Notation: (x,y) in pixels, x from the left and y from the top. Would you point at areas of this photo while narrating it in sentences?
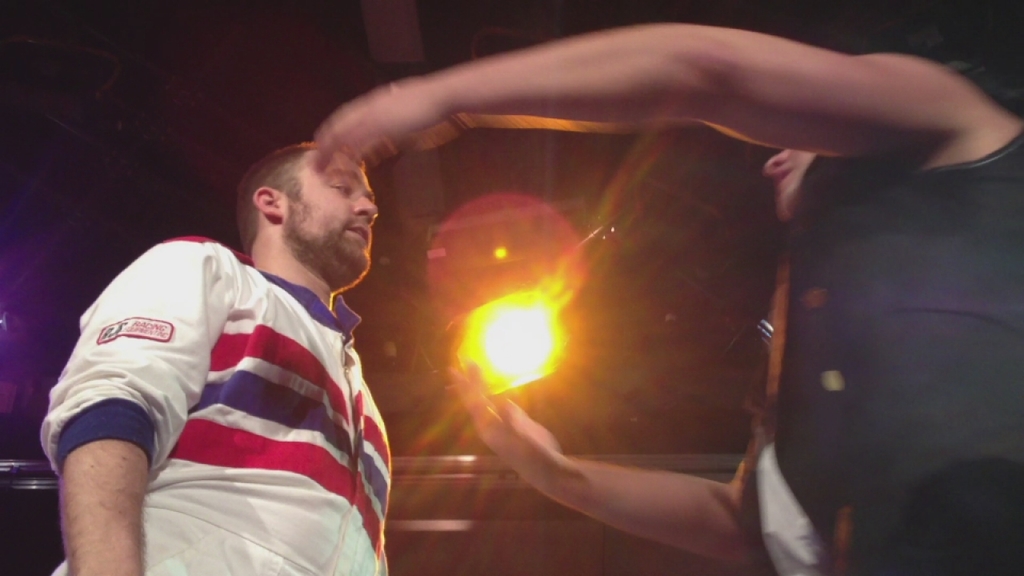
This image is taken indoors. In the middle of the image (501,356) there is a light (503,385). On the right side of the image (861,78) there is a man (977,386). On the left side of the image (146,315) there is another man (232,362).
